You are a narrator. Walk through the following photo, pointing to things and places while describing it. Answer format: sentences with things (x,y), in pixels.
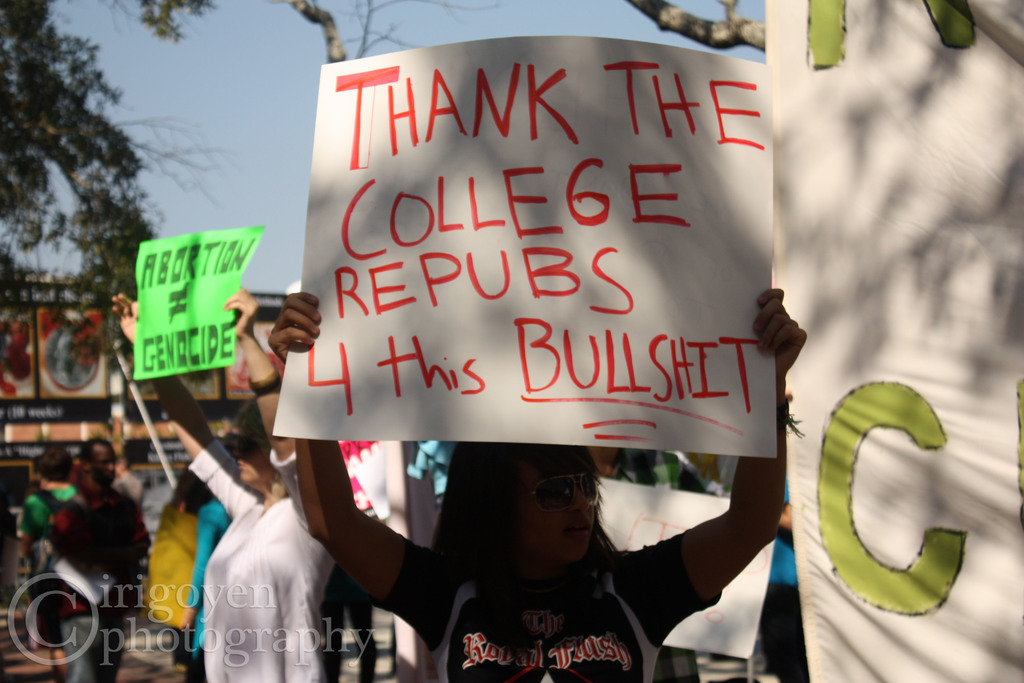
This picture describes about group of people (541,469), few people (265,482) holding placards (679,502) in their hands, in the background (36,95) we can see few trees (64,53).
